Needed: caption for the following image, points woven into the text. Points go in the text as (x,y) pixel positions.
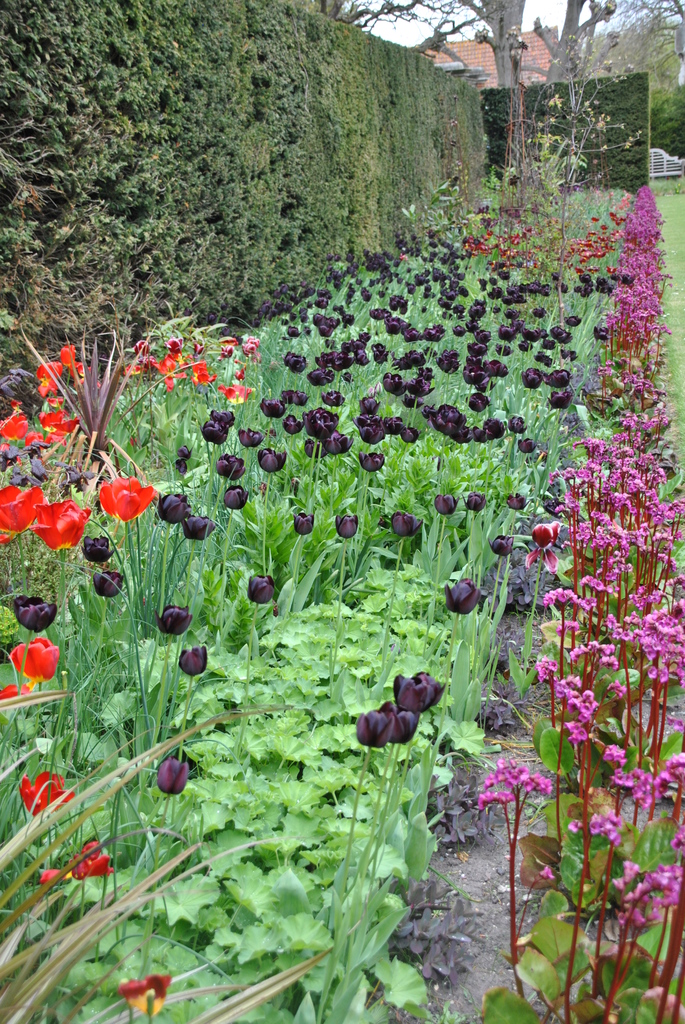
In this image we can see so many different color flower plants (454,373). At the top of the image (457,46), we can see trees (655,59), bench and a house (475,62).
